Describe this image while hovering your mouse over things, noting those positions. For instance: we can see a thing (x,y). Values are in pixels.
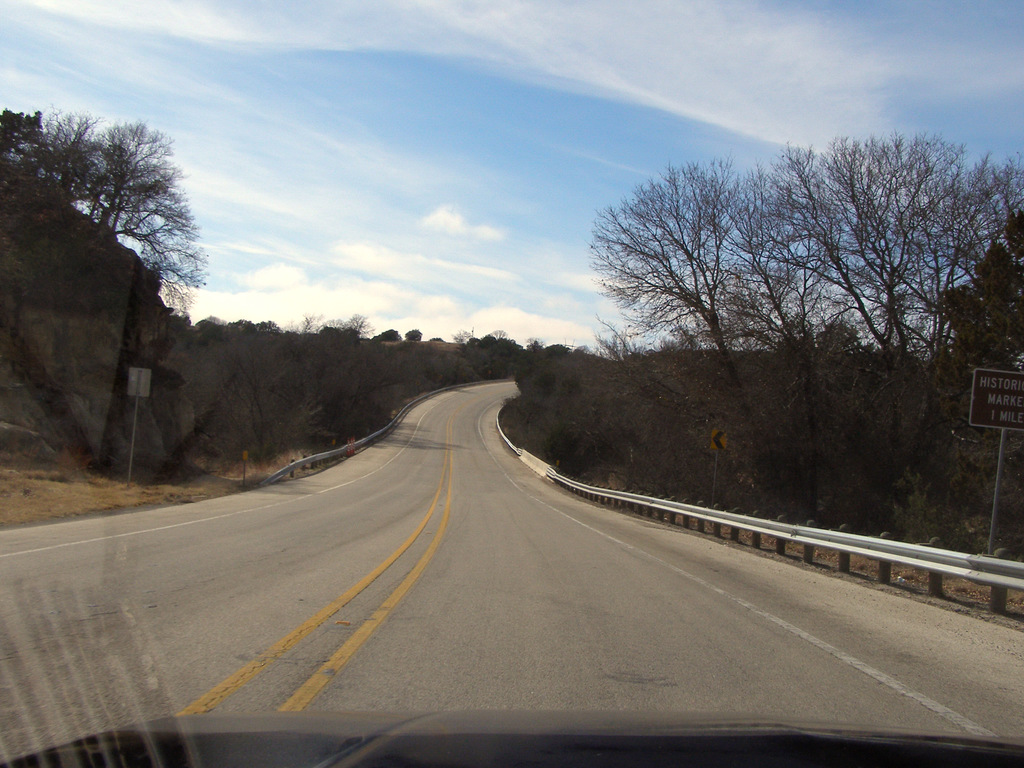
In this image I can see a road (424,527) and both side of this road (426,481) I can see number of trees (481,373), few poles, few boards (1001,416) and on one board (1023,379) I can see something is written. In the background (576,294) I can see the sky (420,210) and clouds (822,68).
